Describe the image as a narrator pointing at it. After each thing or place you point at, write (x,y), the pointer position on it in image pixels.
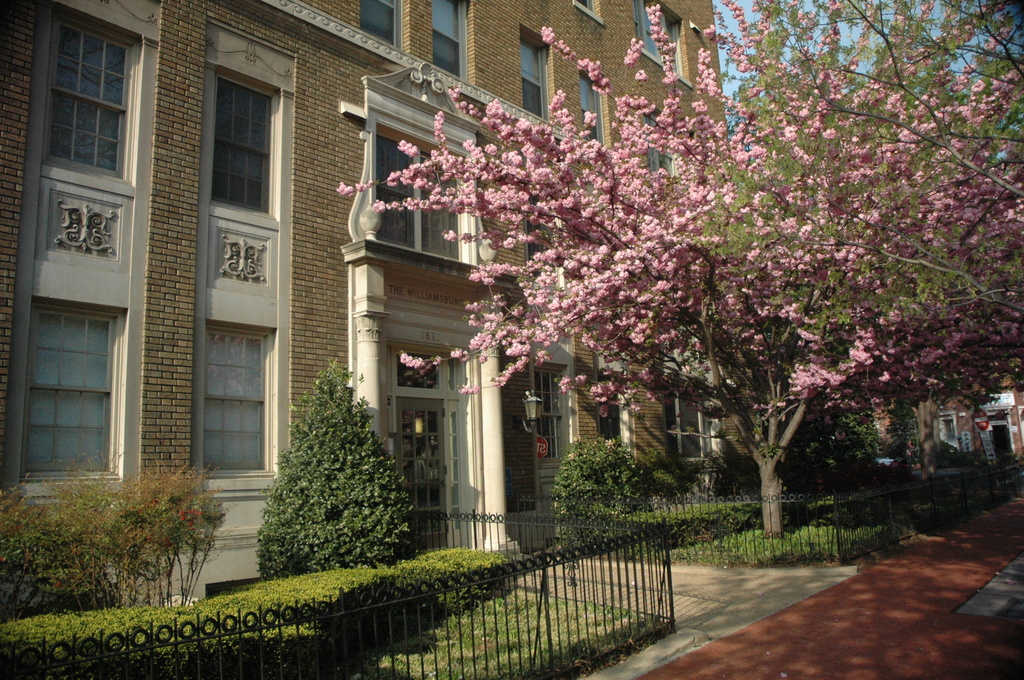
In the picture we can see a building (100,329) with glass windows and door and near to it, we can see some plants (27,573), grass (470,672) and around it we can see a railing (363,610) and on the grass surface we can see a tree (710,309) with pink flowers (649,377).
